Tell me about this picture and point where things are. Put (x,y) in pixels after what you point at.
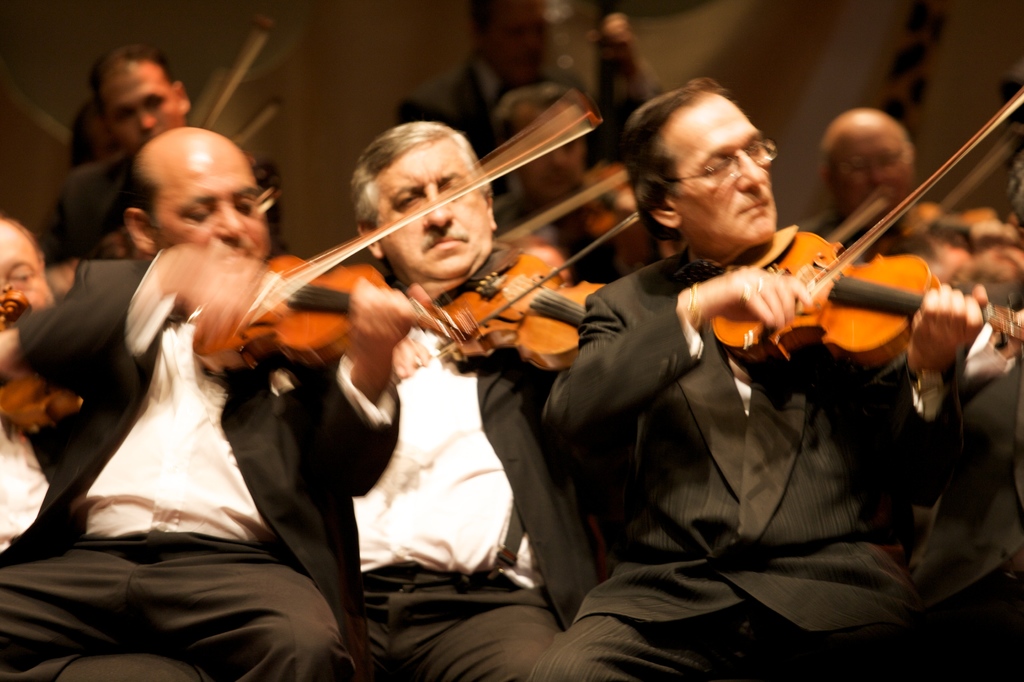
in the picture there are people (681,169) sitting and playing an instrument (442,326).
